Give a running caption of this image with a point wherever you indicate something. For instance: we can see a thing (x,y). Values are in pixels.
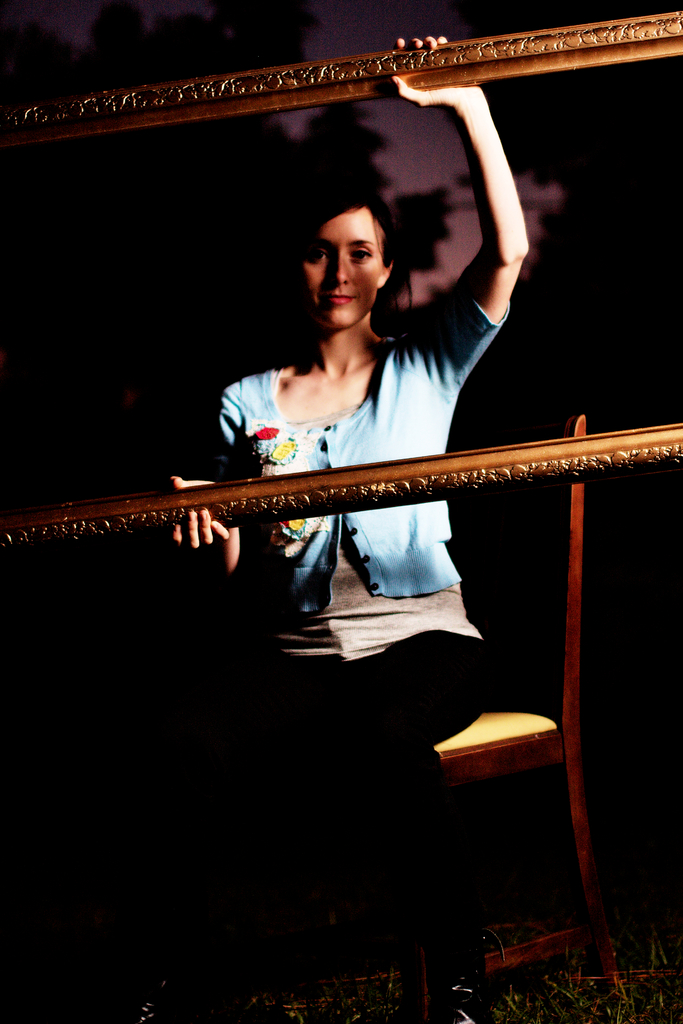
In this picture, there is a woman (389,233) sitting on the chair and she is holding a empty frame (181,110) and the background (110,308) is dark.
